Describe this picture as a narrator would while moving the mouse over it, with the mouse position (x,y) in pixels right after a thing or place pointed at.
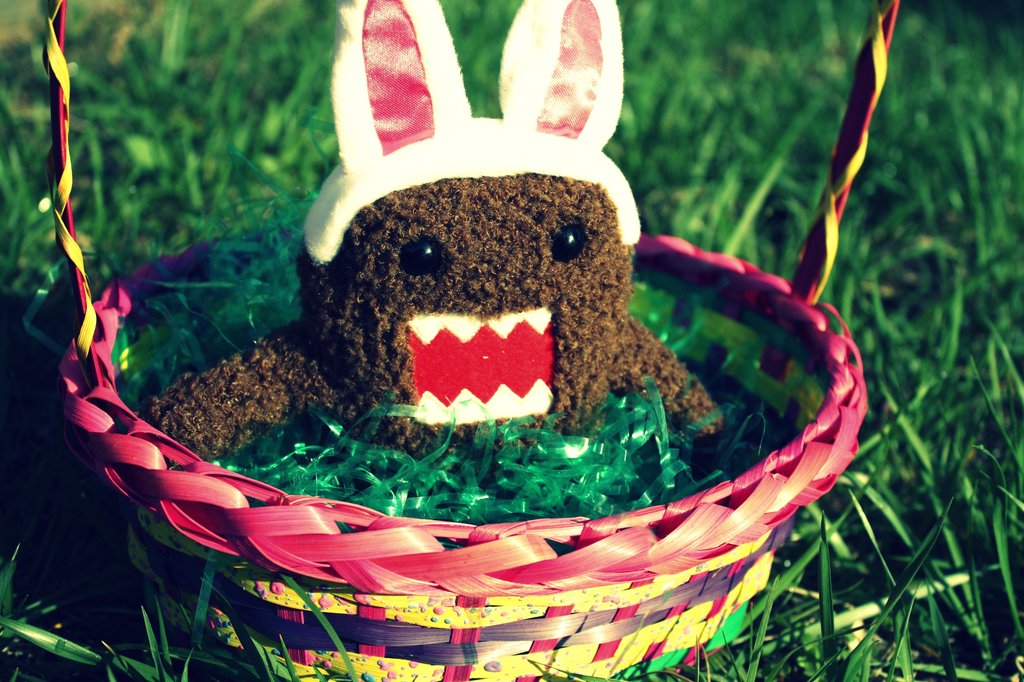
In the foreground of this image (631,504), there is a basket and there is a doll (556,338) and few green stripe (492,468) in it. In the background (934,421), there is the grass (195,135).
